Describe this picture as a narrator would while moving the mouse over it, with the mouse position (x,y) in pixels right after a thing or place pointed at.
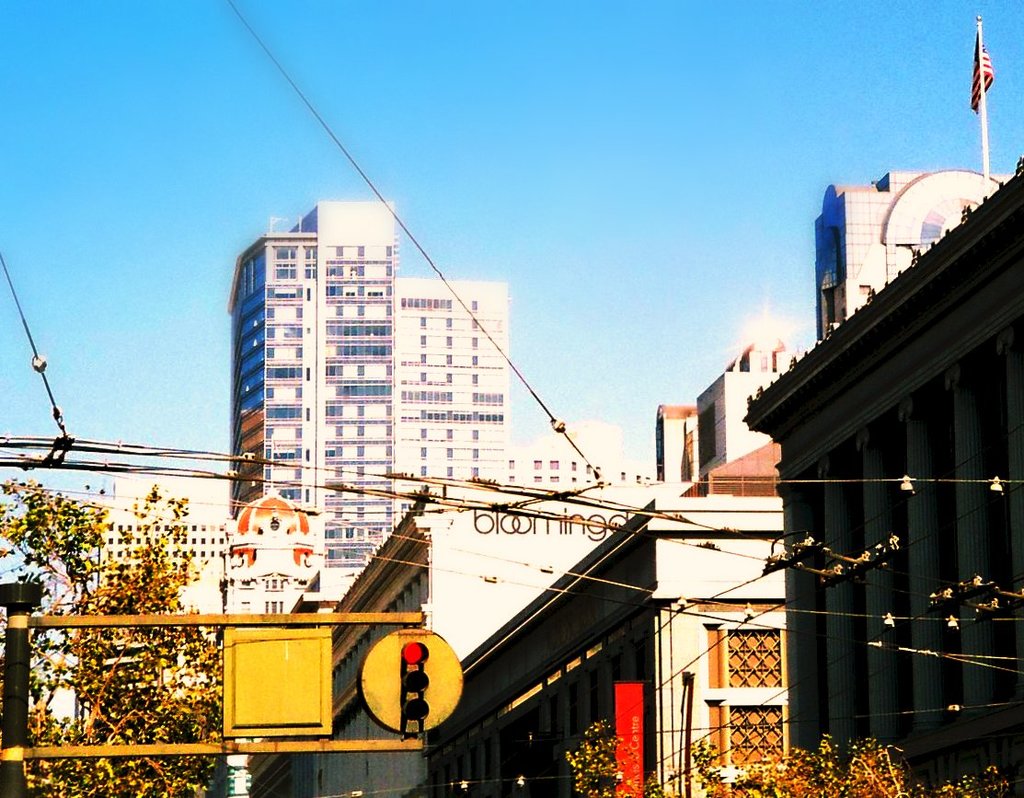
In this image there are trees (586,736), buildings (825,420), flags (973,78), electrical cables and traffic lights (455,707) and there are banners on the buildings (589,668).
